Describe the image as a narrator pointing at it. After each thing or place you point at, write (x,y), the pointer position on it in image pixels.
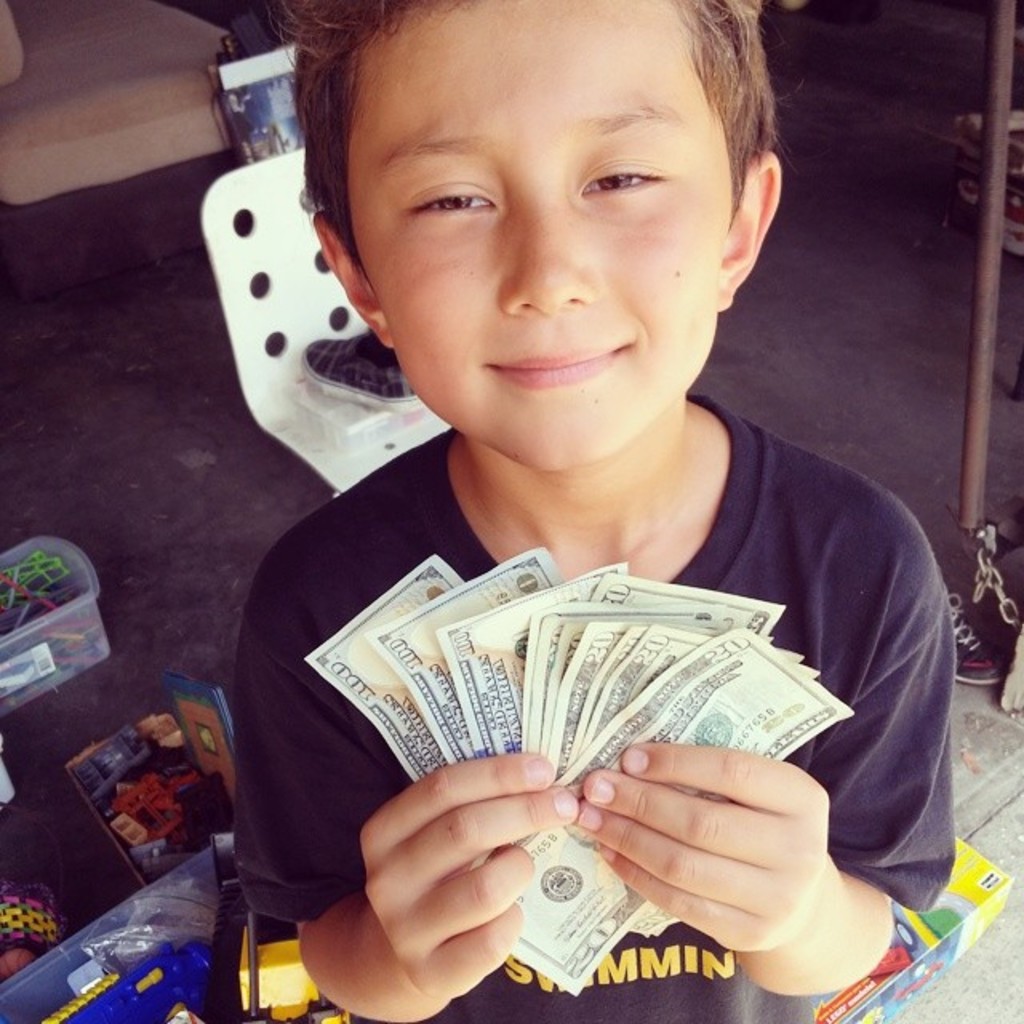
In this image there is a boy (398,933) standing and holding the currency notes (581,694), and in the background (83,674) there are toys (232,840) and a chair (329,290) on the carpet (915,257).
